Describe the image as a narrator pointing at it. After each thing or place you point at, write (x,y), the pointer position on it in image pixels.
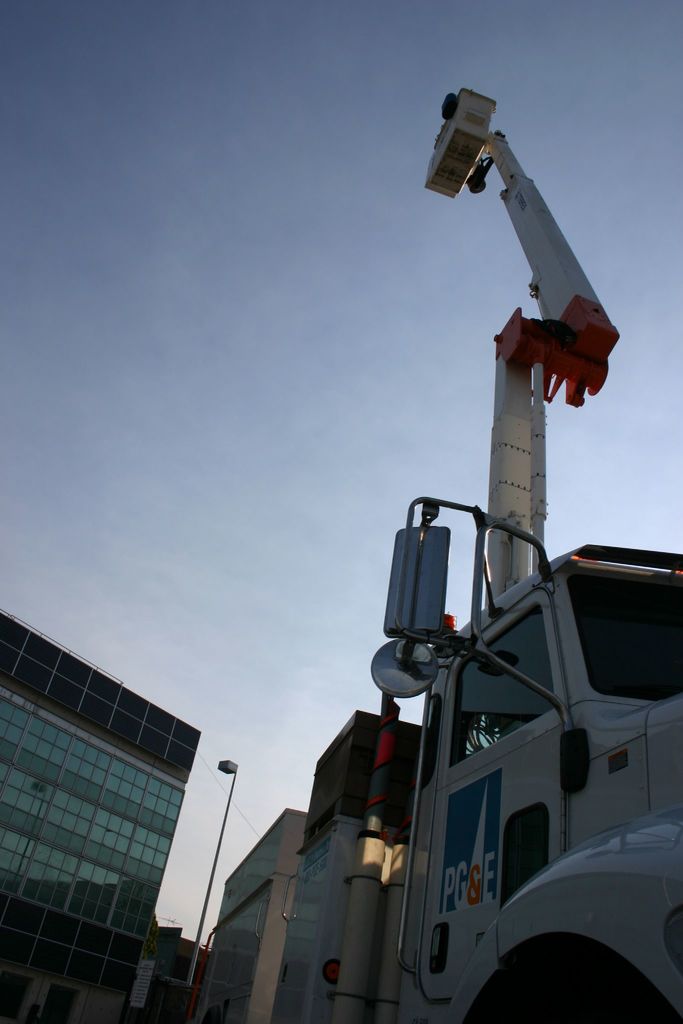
This is an outside view. On the right side (574,574) there is a vehicle (521,709) and a crane (547,381). In the background (223,828) there are few buildings (97,929) and a light pole (229,805). At the top of the image (223,290) I can see the sky (263,285) in blue color.
